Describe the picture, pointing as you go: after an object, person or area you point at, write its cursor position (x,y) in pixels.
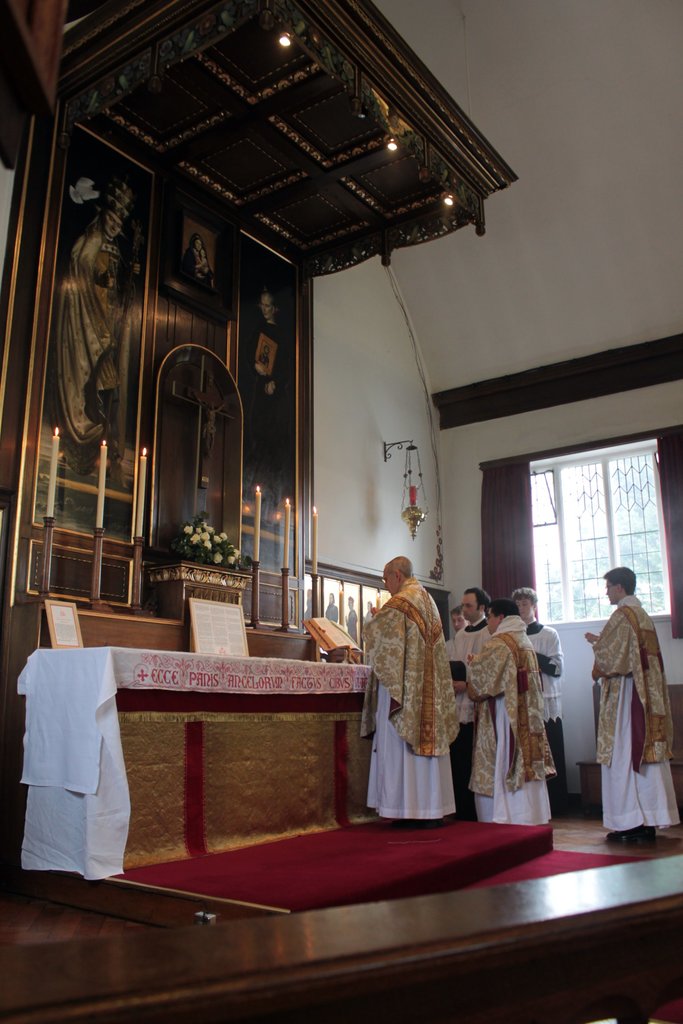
In this image there are people (535,750) and we can see frames (218,643). There are candles (286,515) placed on the holders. There is an altar (293,652). There is a decor (412,520) placed on the wall (365,481). At the top (280,37) we can see lights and there is a window (607,506). There are curtains (670,477).
